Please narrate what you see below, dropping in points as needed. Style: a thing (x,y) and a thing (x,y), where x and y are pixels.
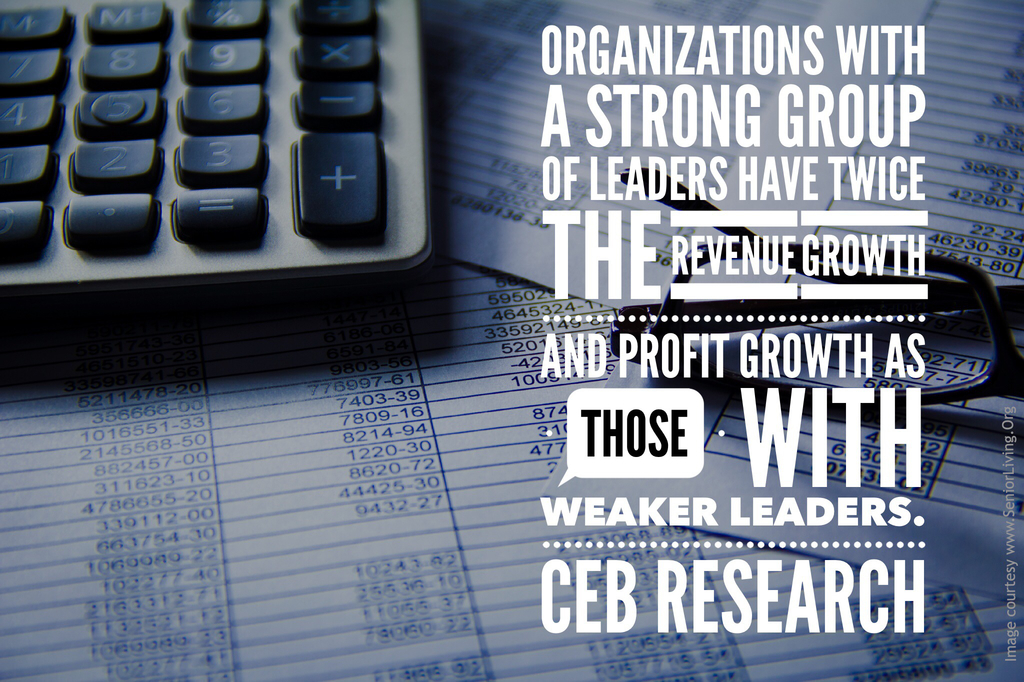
This is a poster (297,522) having an image and white and black color text (614,584) on it. In the image, there is a calculator (267,92) and a spectacle (938,283) placed on the documents (433,374) and on the bottom right (1004,535), there is a watermark (1007,543).
